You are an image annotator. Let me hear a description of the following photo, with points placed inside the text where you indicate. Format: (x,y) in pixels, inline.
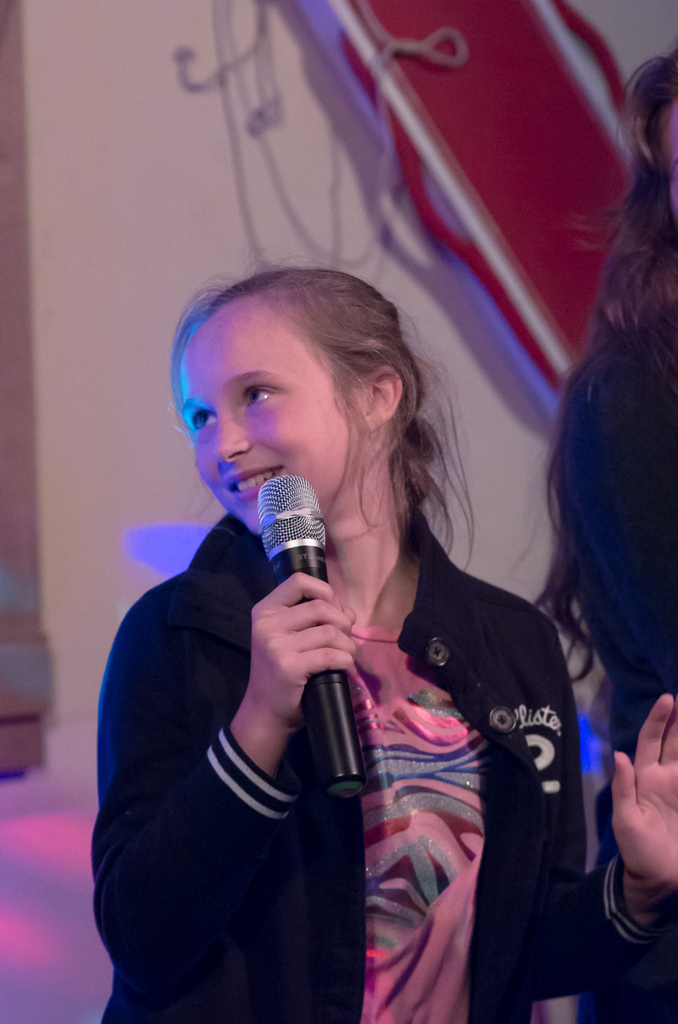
In the picture we can see a girl (308,437) holding a microphone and smiling. In the background (179,122) we can see a white wall (89,150) with design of red in colour.
